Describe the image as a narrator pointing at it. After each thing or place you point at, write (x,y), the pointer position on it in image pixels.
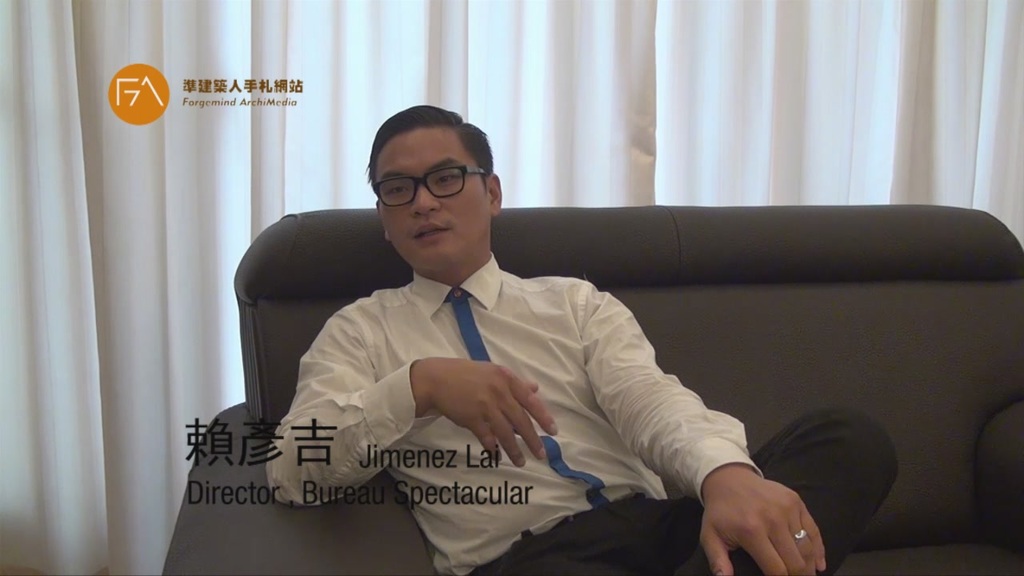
A man (543,382) is sitting on the sofa (822,340), this is curtain (354,123).
